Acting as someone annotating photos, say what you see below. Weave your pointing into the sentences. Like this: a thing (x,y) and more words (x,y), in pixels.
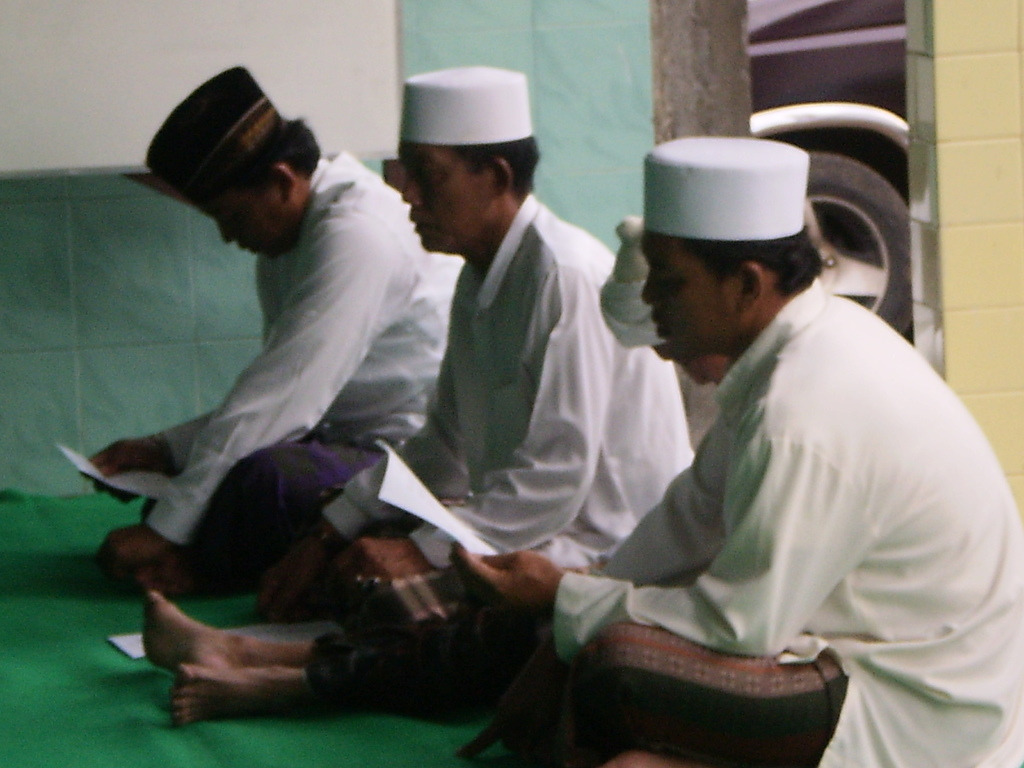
There are three persons (469,506) sitting on the floor (158,671). They are wearing caps (764,165). Two are holding papers (395,482). In the back (557,78) there is a wall (598,80).
